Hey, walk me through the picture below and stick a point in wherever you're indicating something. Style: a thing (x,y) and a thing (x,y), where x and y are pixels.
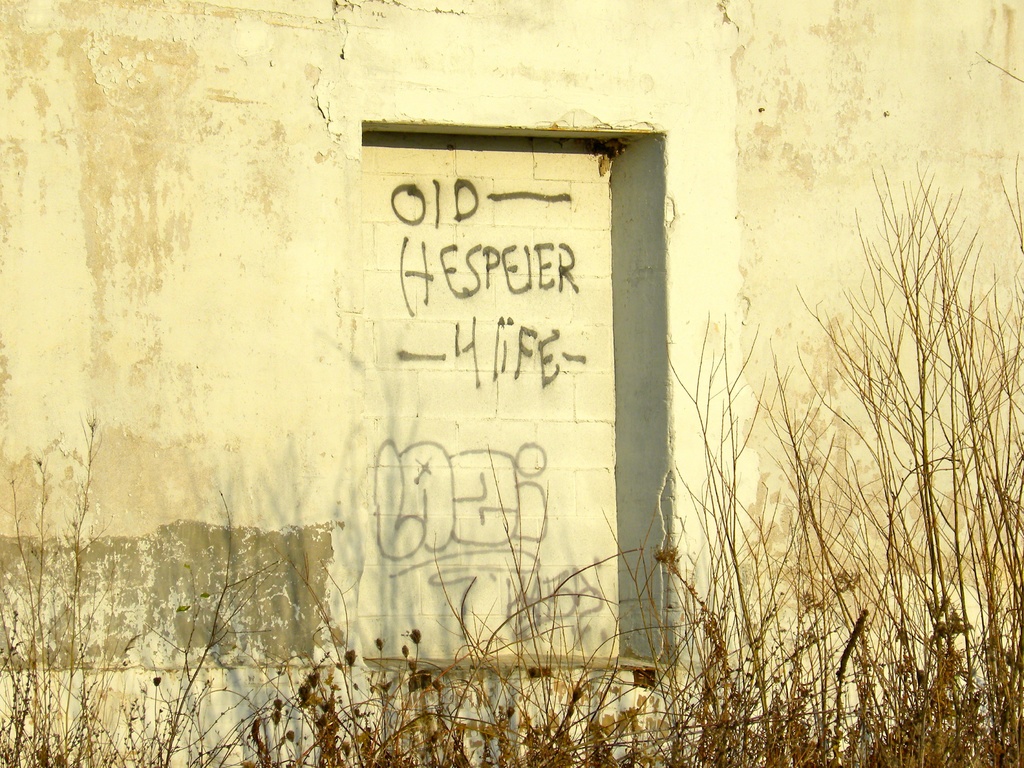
In this image I can see plants (461,708), a white colour wall (346,386) and on this wall (496,370) I can see something is written over here.
